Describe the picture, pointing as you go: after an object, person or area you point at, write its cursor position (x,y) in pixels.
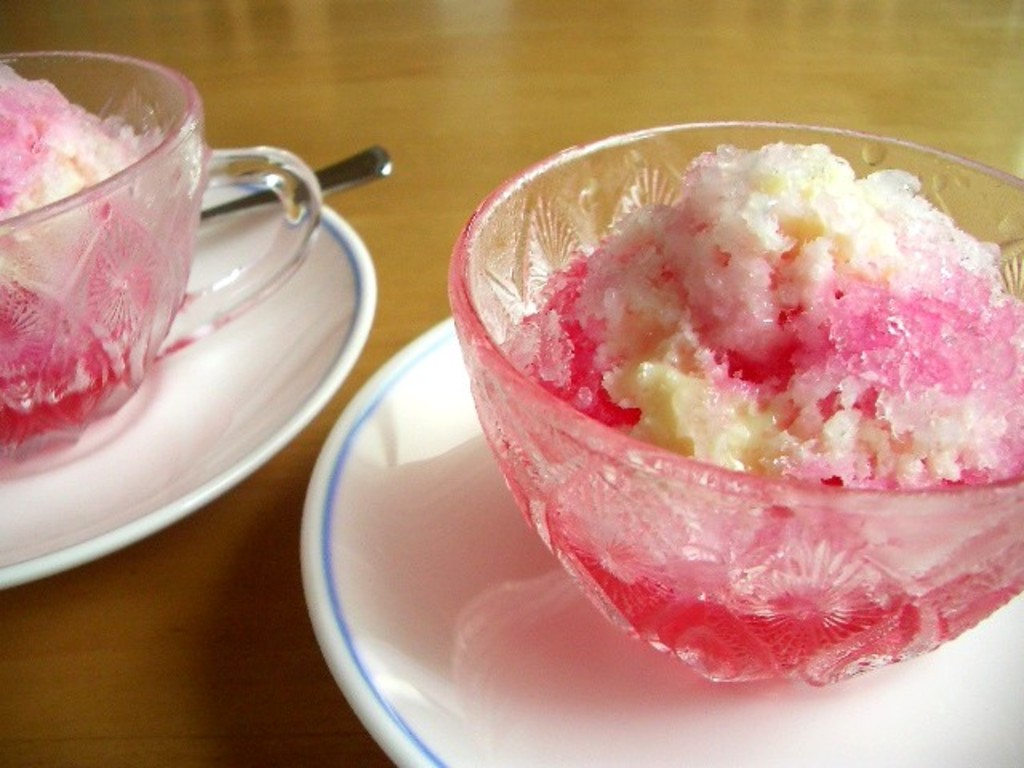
In the foreground (228,175) I can see two plates (348,577) in which there are two ice cream bowls (83,221) and a spoon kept on the table (317,32). This image is taken in a room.
